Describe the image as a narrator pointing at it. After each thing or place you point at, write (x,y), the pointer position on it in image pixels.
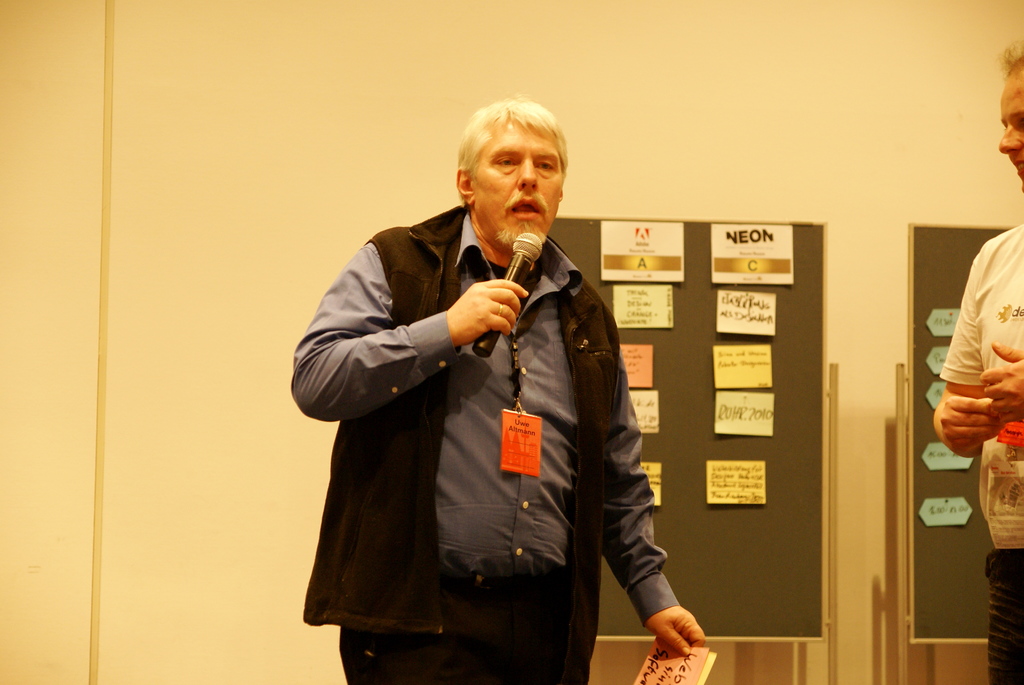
This picture is taken inside the room (942,296). In this image, in the middle (619,428), we can see a man (547,300) wearing a black color jacket (597,337) and holding a microphone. On the right side (993,257), we can also see another man (1019,371) standing. In the background (929,331), there are two blackboards (915,335) and a wall (282,143) which is in cream color.
